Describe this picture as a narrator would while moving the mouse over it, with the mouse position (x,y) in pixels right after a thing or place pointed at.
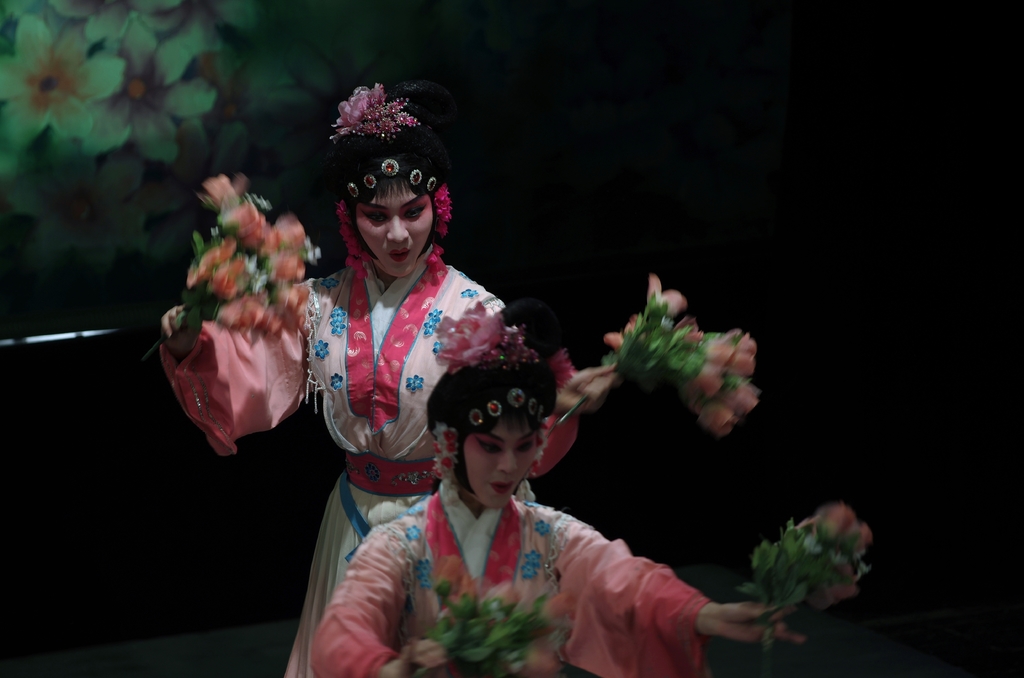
In this picture we can see women (423,549) wore traditional dress (387,372) and crown (389,124) on their heads (386,144) and holding flower (678,329) in their hands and they are in a position of dance and in background (123,109) we can see some flowers (214,54) and it is dark.
